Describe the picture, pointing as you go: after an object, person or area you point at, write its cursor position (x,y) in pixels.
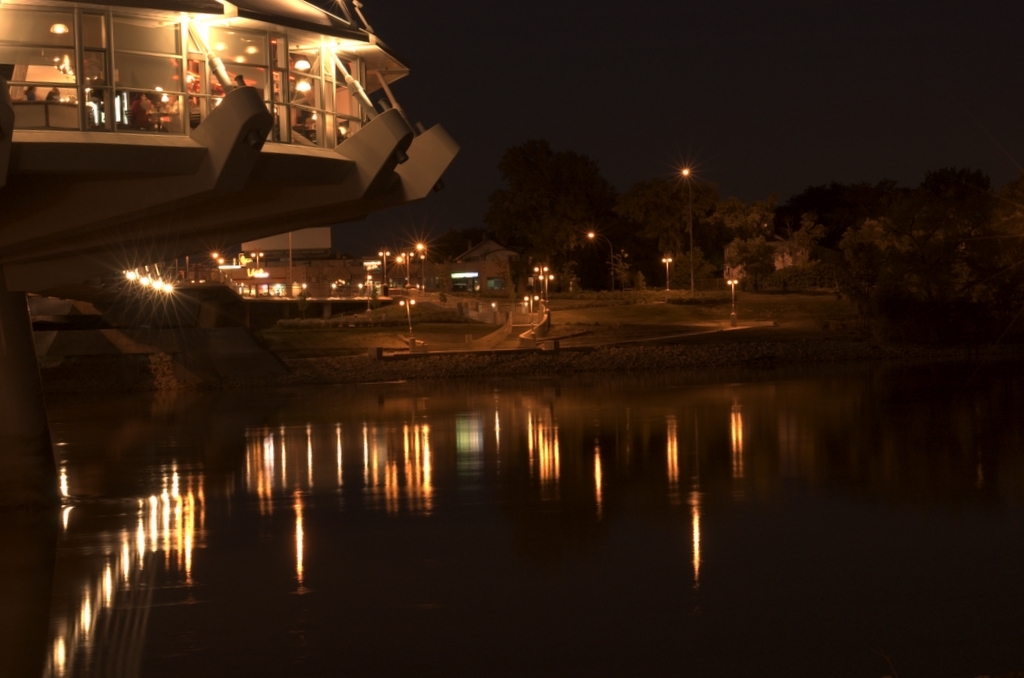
In this image we can see water (499,503). In the back (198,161) there is a building (205,172) with glass walls (159,80). And there are lights (179,19). In the background (692,258) we can see light poles (422,255). And there are trees (659,215). In the back (880,156) there is sky (757,94). On the water (257,549) there is reflection (382,442) of lights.
